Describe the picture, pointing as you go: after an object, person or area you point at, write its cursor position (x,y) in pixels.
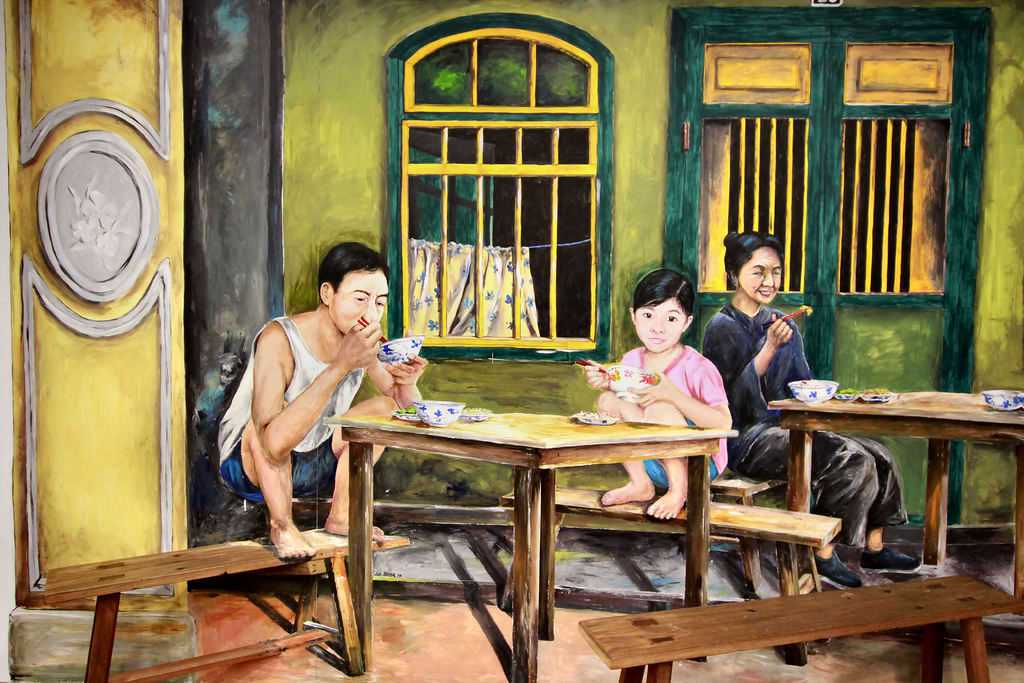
In the picture we can see the painting (499,510) of outside the house (86,362) view with a man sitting near the table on the stool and he is holding a bowl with chopsticks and in front of him we can see the child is also holding chopsticks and behind him we can see a woman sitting on the bench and holding chopsticks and in the background (952,111) we can see windows (878,284).
